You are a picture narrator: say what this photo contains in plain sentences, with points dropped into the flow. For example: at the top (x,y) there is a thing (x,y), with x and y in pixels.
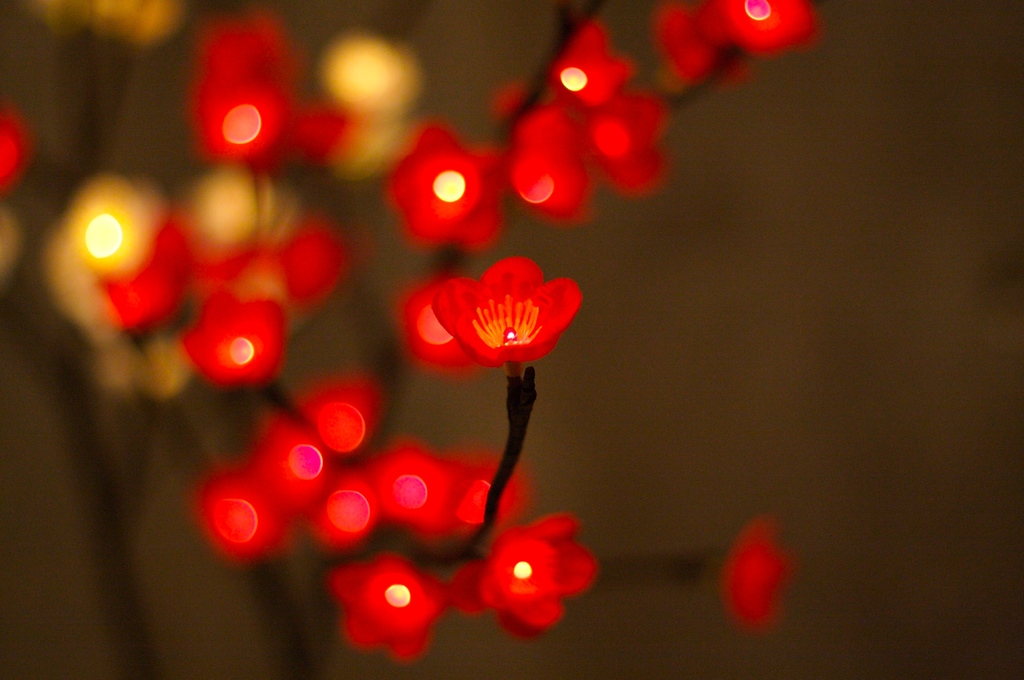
In this picture I can see a red flower (516,334), and in between the flower (520,334), it looks like a light (504,334), and there is blur background (828,532).
